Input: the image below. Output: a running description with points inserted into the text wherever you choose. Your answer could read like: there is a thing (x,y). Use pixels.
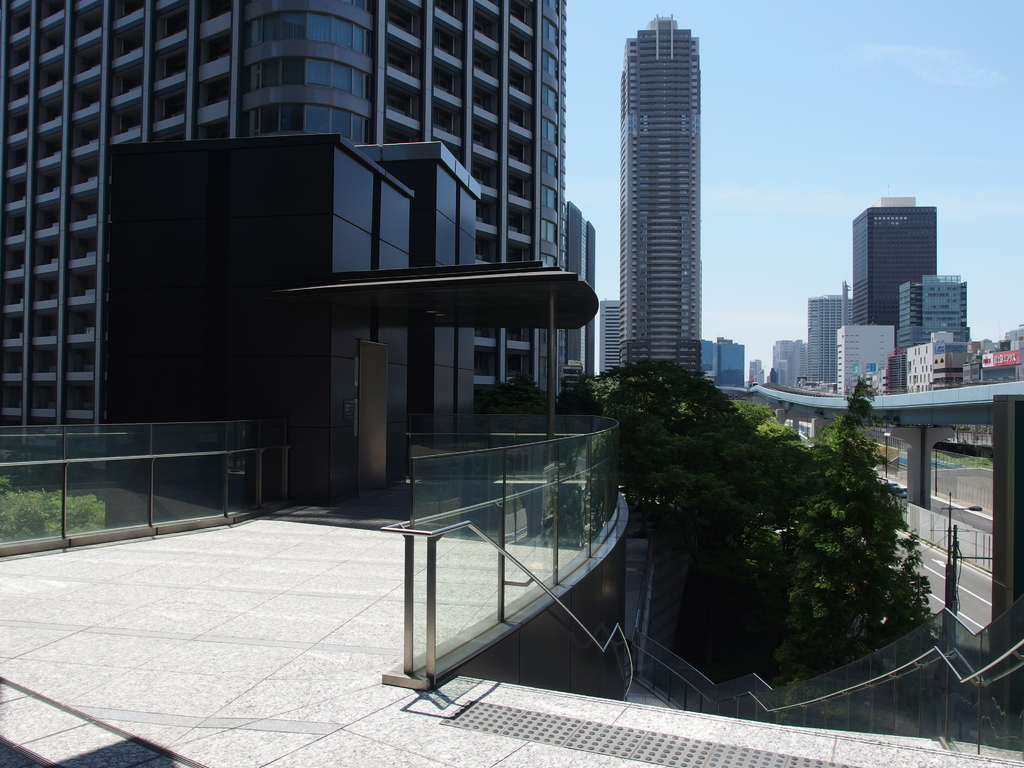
In this image there are few trees (859,587) are on the land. Beside there is a fence (839,689). Left side (25,646) there is a path (319,540) having both sides of it there is fence (560,503). Right side (969,589) there is a bridge (945,397), below it there is a road (936,574). There is a pole (953,587) having a lamp (962,510). Background there are few buildings (817,330). Top of image (820,156) there is sky (818,81).
